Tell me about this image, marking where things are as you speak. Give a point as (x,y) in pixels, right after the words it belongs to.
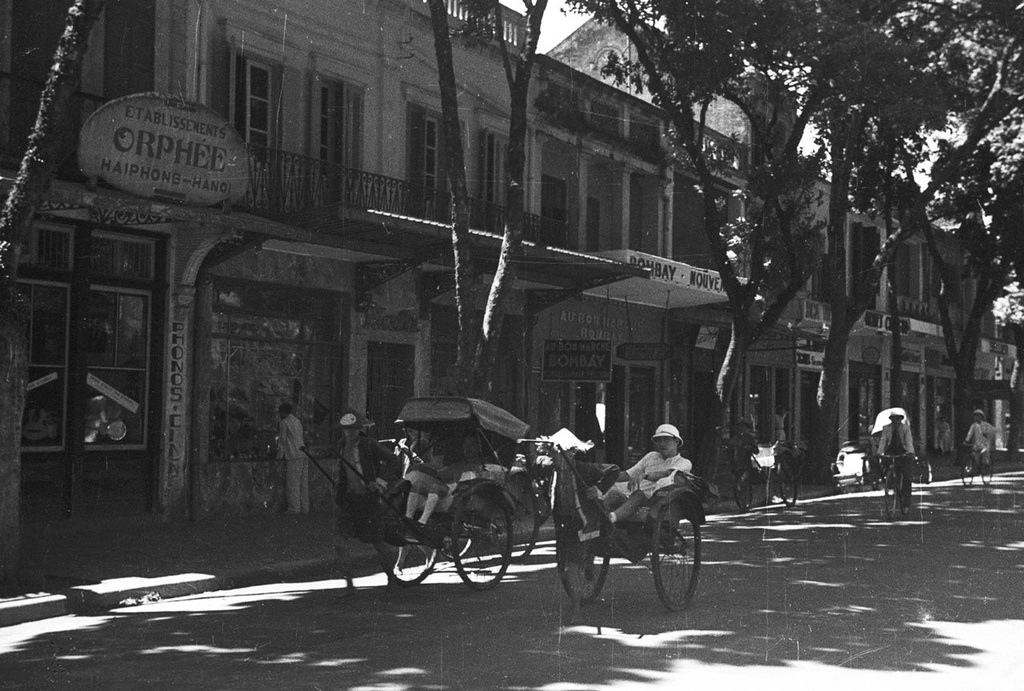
In this image we can see an old photograph (558,524), in the photograph (634,537) we can see the view of a street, there are a few people (579,496) passing on the street (765,516) by riding on the rickshaws (495,535) and cycles (890,474), beside the street (738,525) there are trees (463,335) and buildings (635,277), beneath the buildings (676,358) there are shops (592,379).
